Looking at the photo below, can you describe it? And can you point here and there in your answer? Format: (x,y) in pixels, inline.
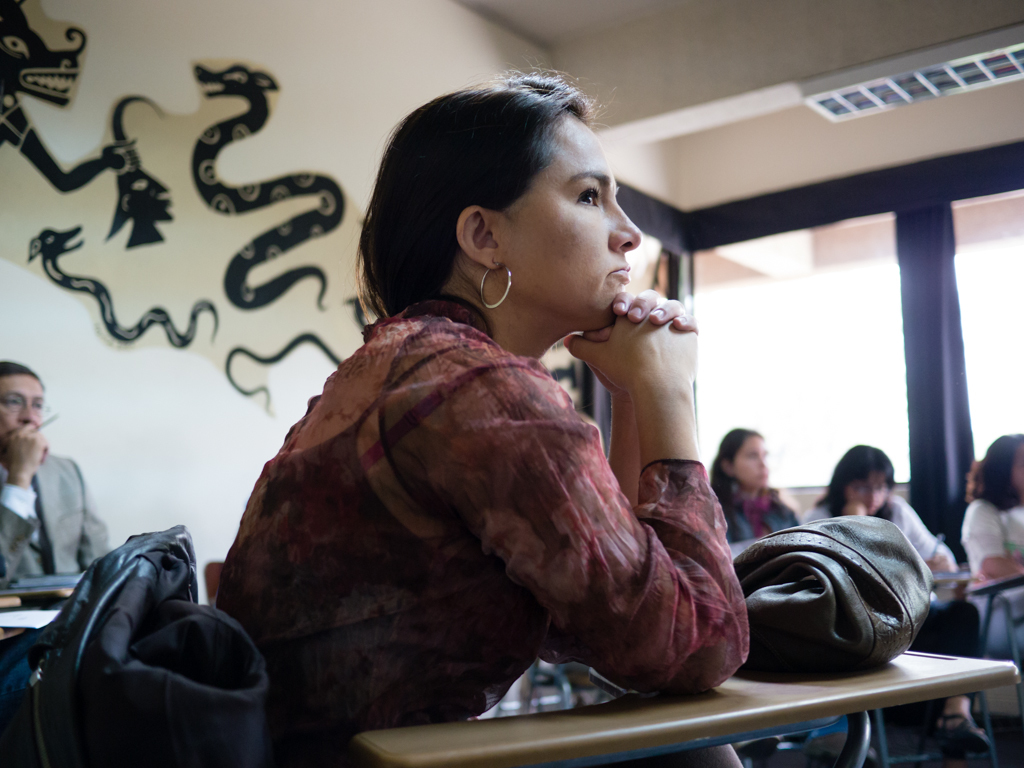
In this picture we can see a woman (322,501) is sitting on a chair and in front of the woman (458,560) there is an item (762,629) on the table (586,708) and on the left side of the woman (280,638) there is a jacket (153,645) and behind the woman (372,507) there are some people (17,470) sitting on chairs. Behind the people (981,521) there is a wall (339,189) with a painting (215,165) and other things (885,311).
